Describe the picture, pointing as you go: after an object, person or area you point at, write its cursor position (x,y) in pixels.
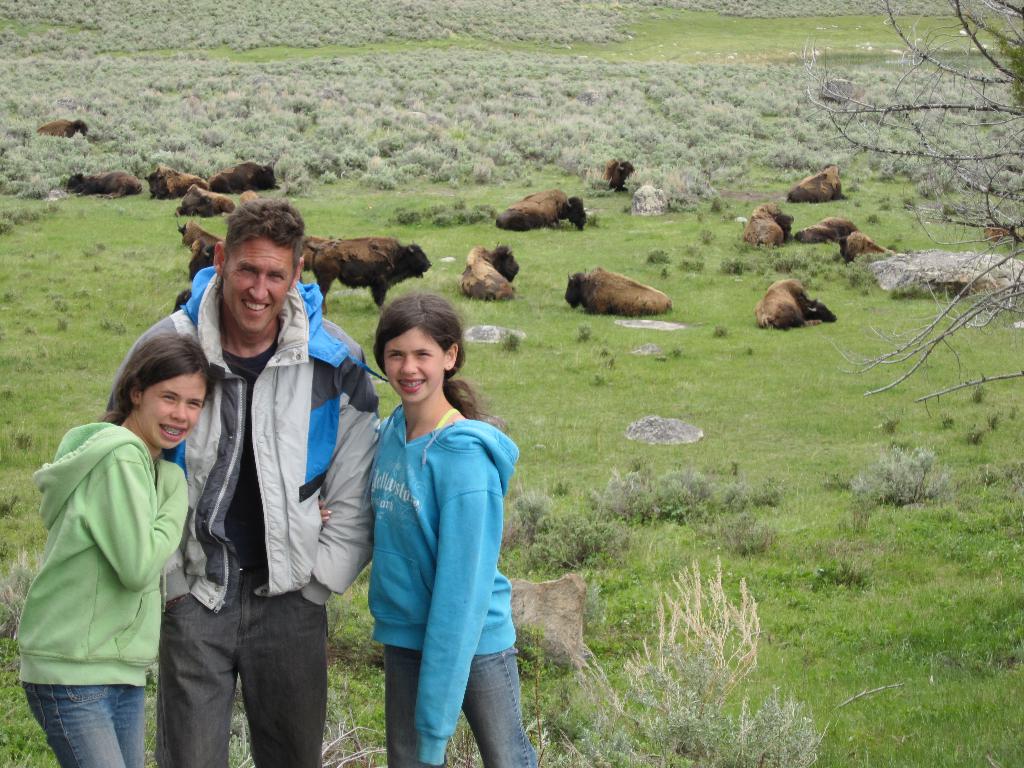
In this picture there are people (451,460) standing and smiling and we can see grass (795,368), rock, plants (620,475) and animals (85,186). On the right side of the image (906,374) we can see branches (906,374).
